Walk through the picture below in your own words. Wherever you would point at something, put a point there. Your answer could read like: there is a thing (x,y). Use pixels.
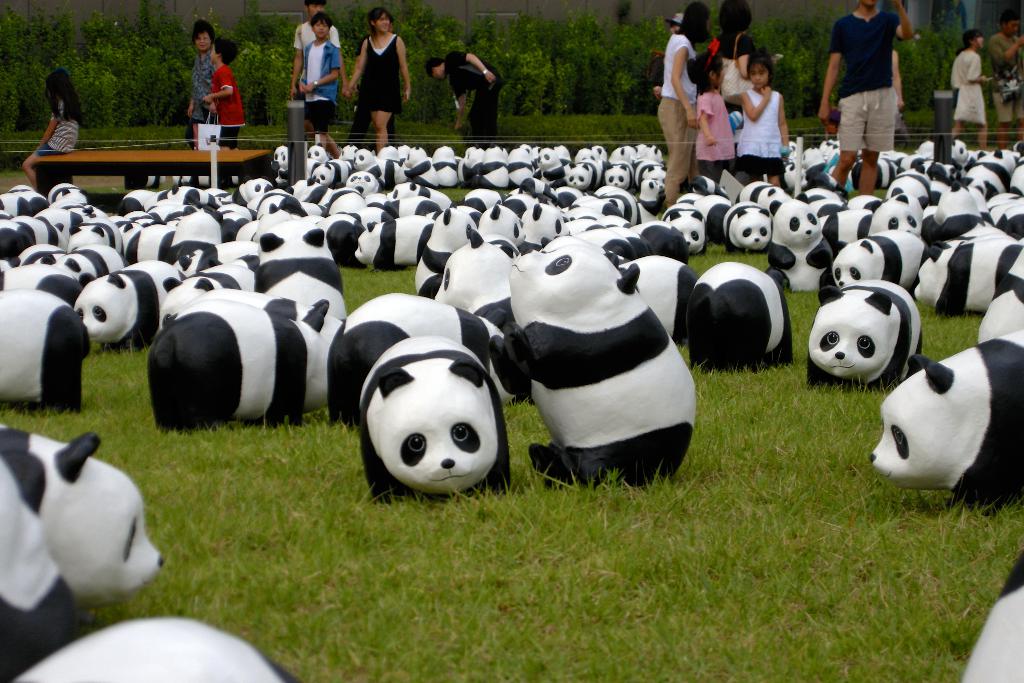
In this image we can see there are toys (686,285) on the ground (949,530) and there are people (864,57) standing on the ground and there is the other person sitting on the table (227,179) and at the back (284,138) we can see there are trees (530,78), grass (263,145) and wall (380,2).
